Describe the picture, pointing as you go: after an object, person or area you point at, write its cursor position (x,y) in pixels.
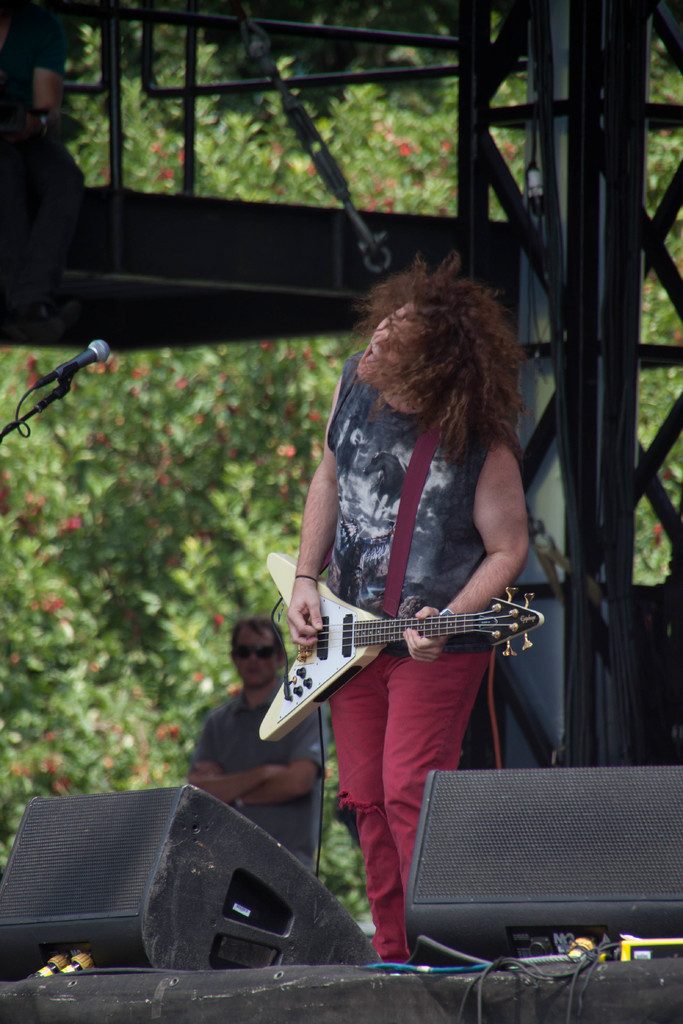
In this picture we can see man (354,539) holding guitar (329,610) in his hand (295,618) and playing it and singing and in background (221,714) we can see person (270,752) looking at him and trees (353,126), pillar (531,215).
